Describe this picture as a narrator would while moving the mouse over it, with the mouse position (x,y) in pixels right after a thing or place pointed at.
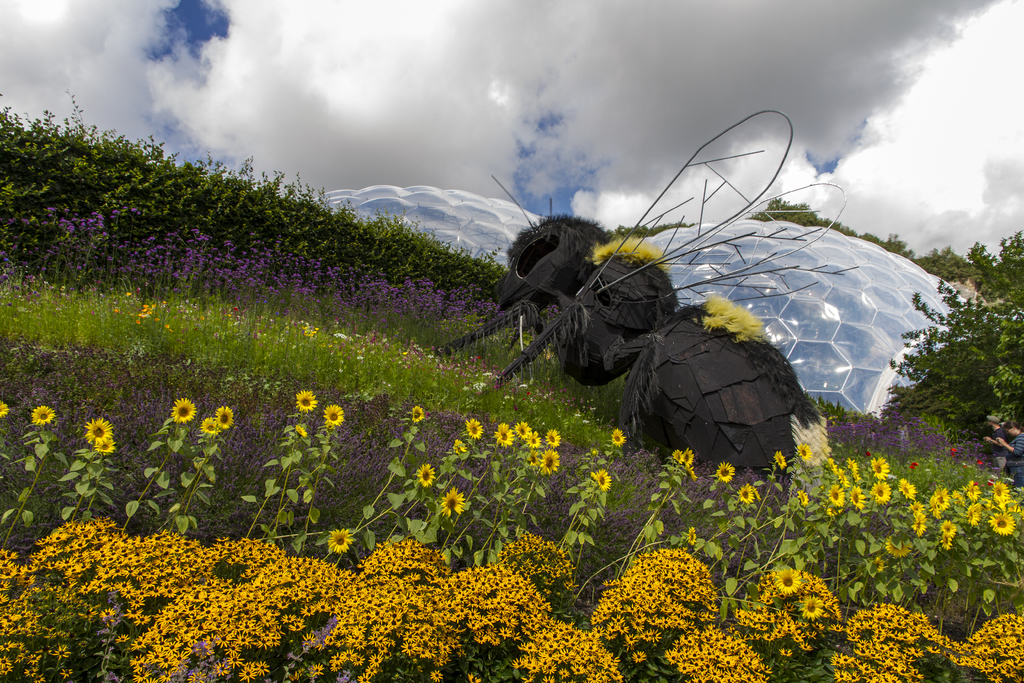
In this picture there are few flowers (554,572) which are in yellow color and there is an object (667,343) in between it and there are few flowers (366,307) and plants (367,273) in the background (367,273) and there are few trees (1008,367) and two persons (1014,460) in the right corner (1020,442) and the sky (457,146) is cloudy.
